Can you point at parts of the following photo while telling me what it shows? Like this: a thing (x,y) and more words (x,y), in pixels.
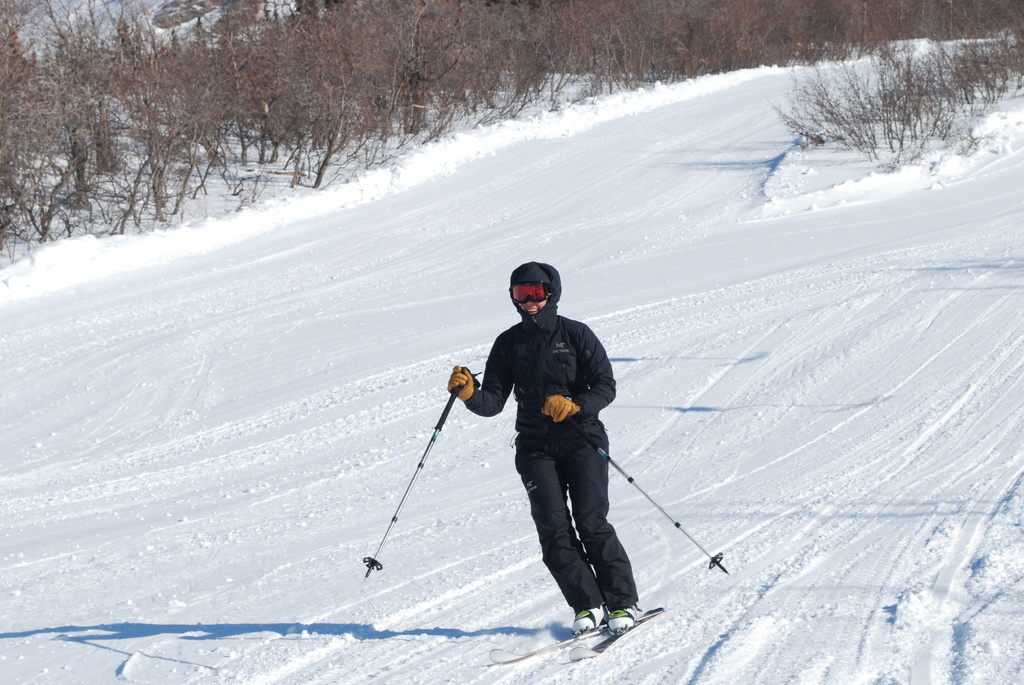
In this image I see a person (582,628) who is wearing black dress (608,375) and I see that the person (531,389) is holding sticks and is on the ski boards (507,658) and I see the white snow (637,241). In the background (81,114) I see the plants (905,15) and the trees (848,25).
